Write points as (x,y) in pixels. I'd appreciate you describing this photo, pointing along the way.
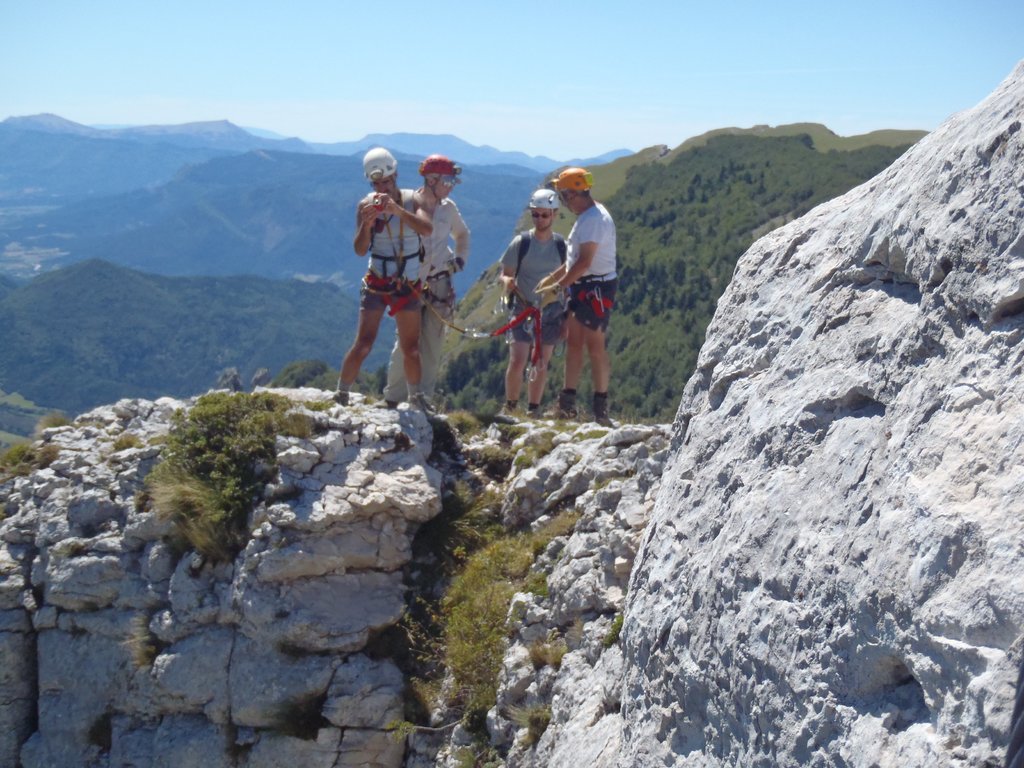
Here we can see four people (564,243) wore helmets (587,177). Background (717,162) there are trees (688,223) and mountains (668,162). Sky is in blue color.
